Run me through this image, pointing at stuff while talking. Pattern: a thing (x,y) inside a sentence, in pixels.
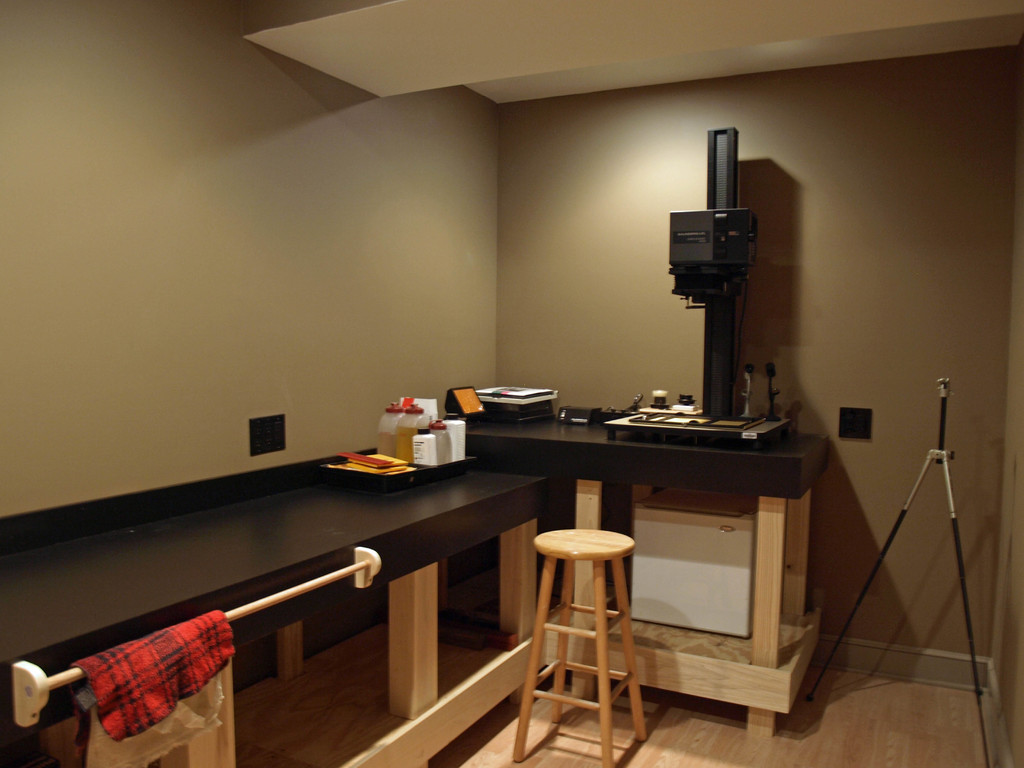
In this image we can see few objects (717,436) on the table (288,536). Beside the table (271,542), we can see a chair (594,667) and a cloth (143,661) on a hanger (126,656). On the right side (938,459), we can see a stand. At the top (525,4) we can see the roof (363,47).
